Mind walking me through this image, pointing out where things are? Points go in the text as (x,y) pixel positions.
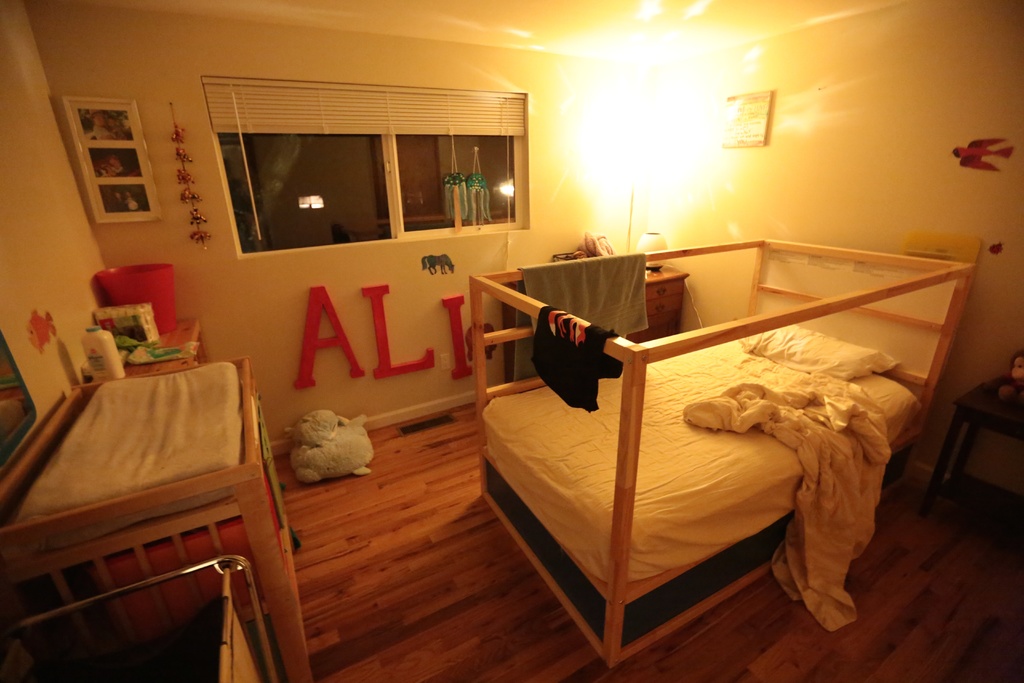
In this image there is a bed (753,328) with pillows (813,366) and a blanket (749,411), there is a towel (617,311) and a shirt (602,328) hanging on the bed (628,360), behind that there is a frame (738,106) hanging on the wall (1013,313), beside the bed (915,395) there is a table (1007,418) with a toy (1018,377) on it. In the background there is a frame (119,171) hanging on the wall (200,259), window (237,235) and some text (362,290), there is another table (672,268) with the lamp (655,266) and other objects (591,238) on it. On the left side of the image (143,467) there is a table (195,336) with some objects (112,337) and racks (249,512). There is a mirror (0,365) hanging on the wall (43,260).
